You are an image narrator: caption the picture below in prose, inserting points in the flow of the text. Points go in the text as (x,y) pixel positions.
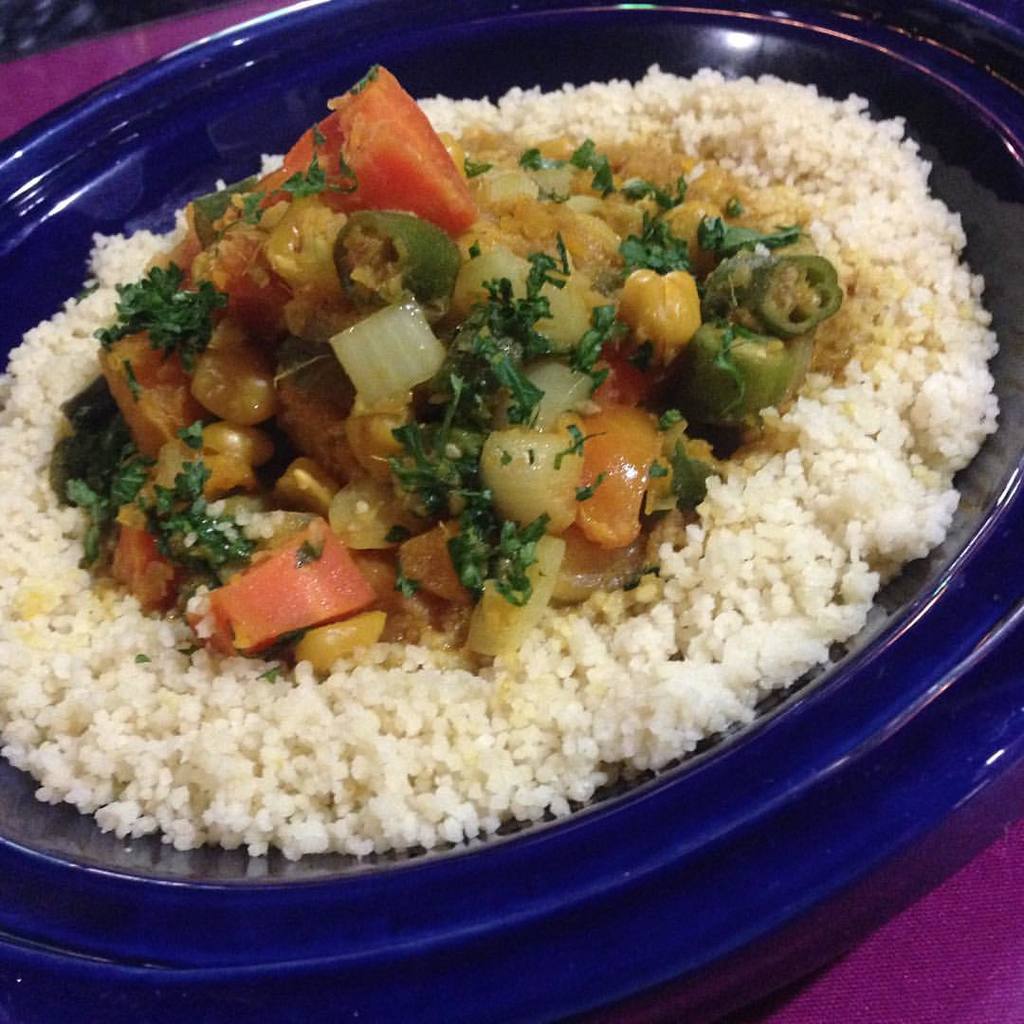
In this image, we can see food (511,635) on the plate (560,836) and at the bottom (825,966), there is a table (931,948).
